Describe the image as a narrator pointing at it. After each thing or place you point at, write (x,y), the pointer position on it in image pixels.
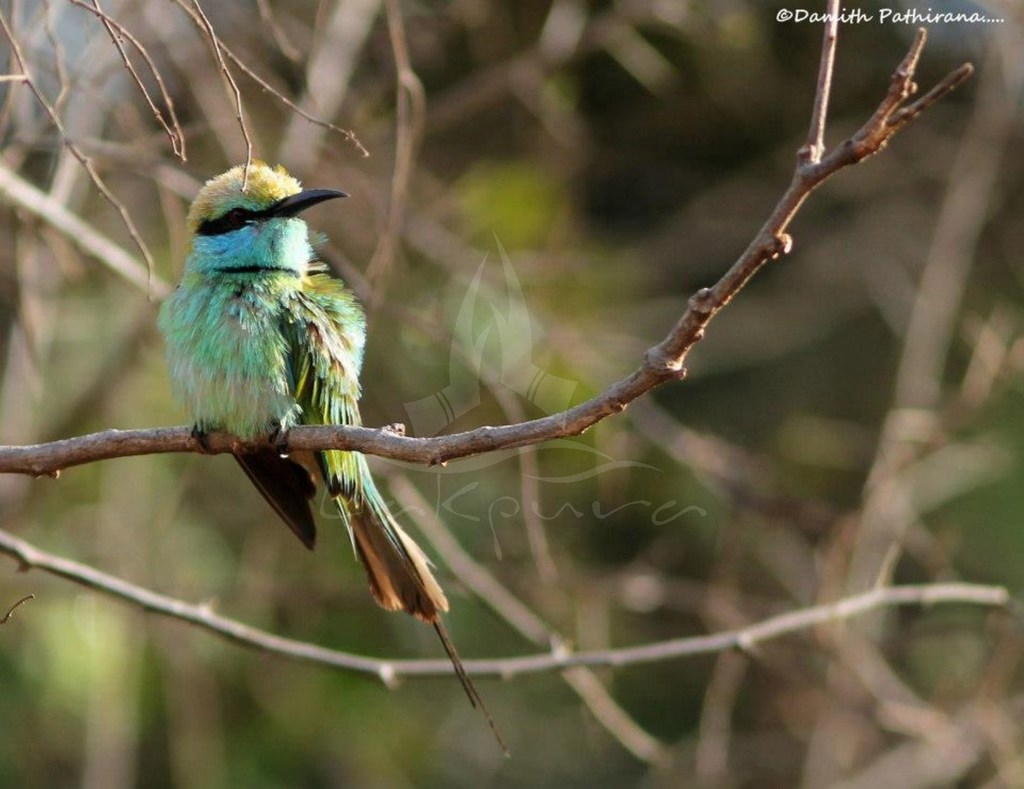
In the image in the center (346,409) we can see one bird (221,201) on a branch (551,419). On the right top (808,22) we can see watermark (781,12). In the background (659,83) we can see trees (572,38).
